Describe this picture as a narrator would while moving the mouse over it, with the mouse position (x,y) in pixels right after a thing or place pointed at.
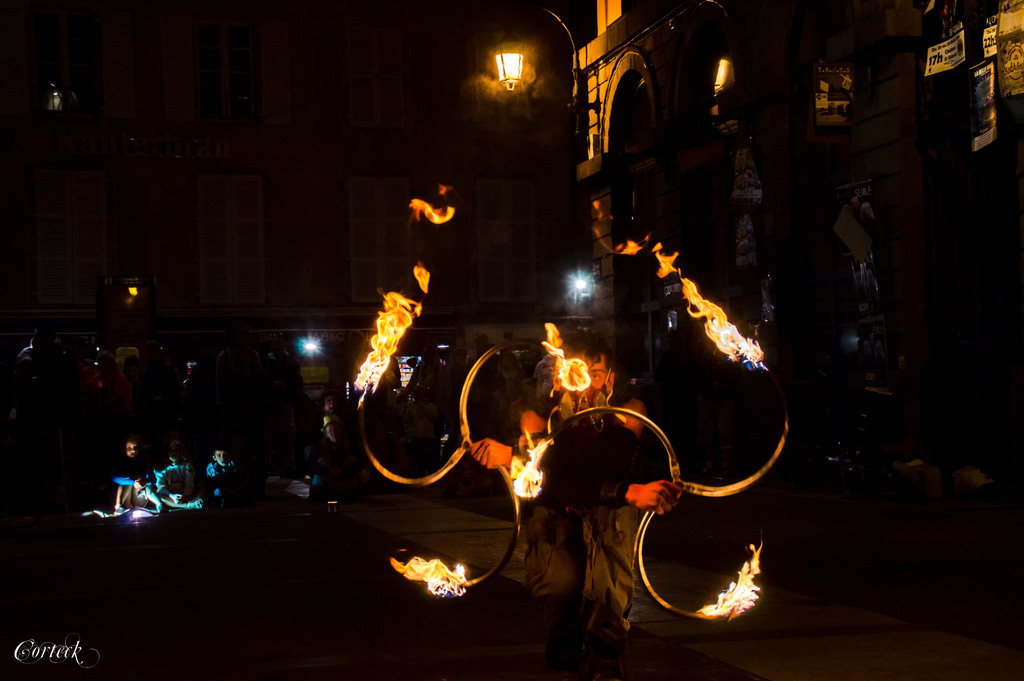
This image consists of a man (607,472) playing with the fire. On the left (199,504), we can see few people (155,503) sitting. In the background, there are buildings (821,187) along with the light (511,53).
